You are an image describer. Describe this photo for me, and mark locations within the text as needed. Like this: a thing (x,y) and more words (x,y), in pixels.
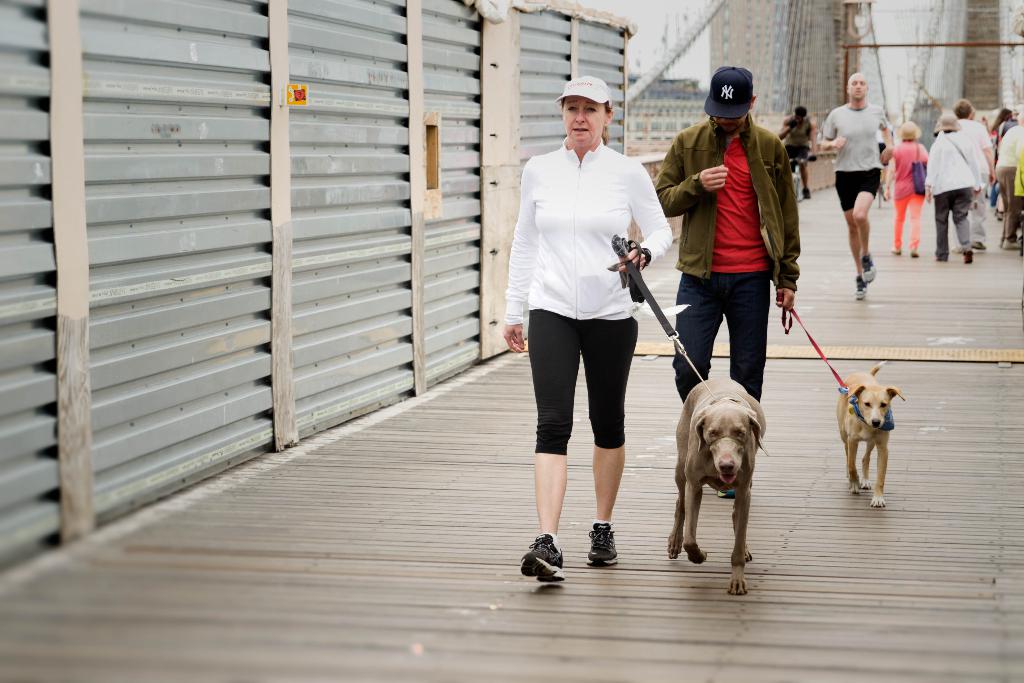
In this image there are persons (730,304) walking along with the dogs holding rope (650,297) which is tied to the neck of the dogs (853,393). In the background (794,140) there are persons (850,146) walking and jogging, there are buildings (760,68) and the sky (662,40) is cloudy.
